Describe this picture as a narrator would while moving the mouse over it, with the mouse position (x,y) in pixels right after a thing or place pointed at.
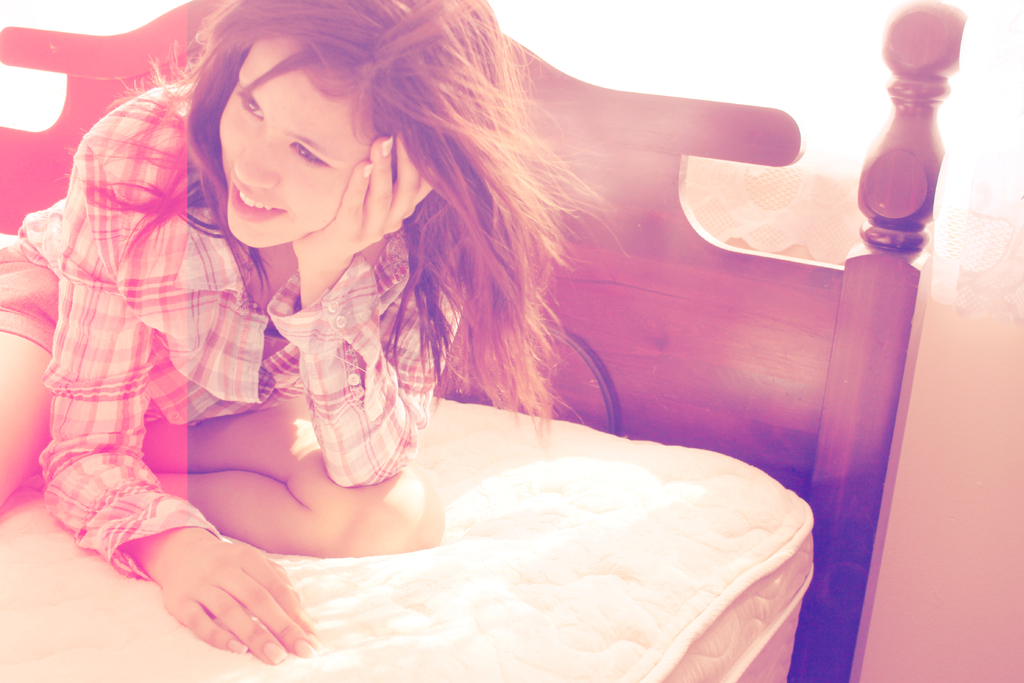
In this image I see a woman (189,626) who is on the bed (75,98).
